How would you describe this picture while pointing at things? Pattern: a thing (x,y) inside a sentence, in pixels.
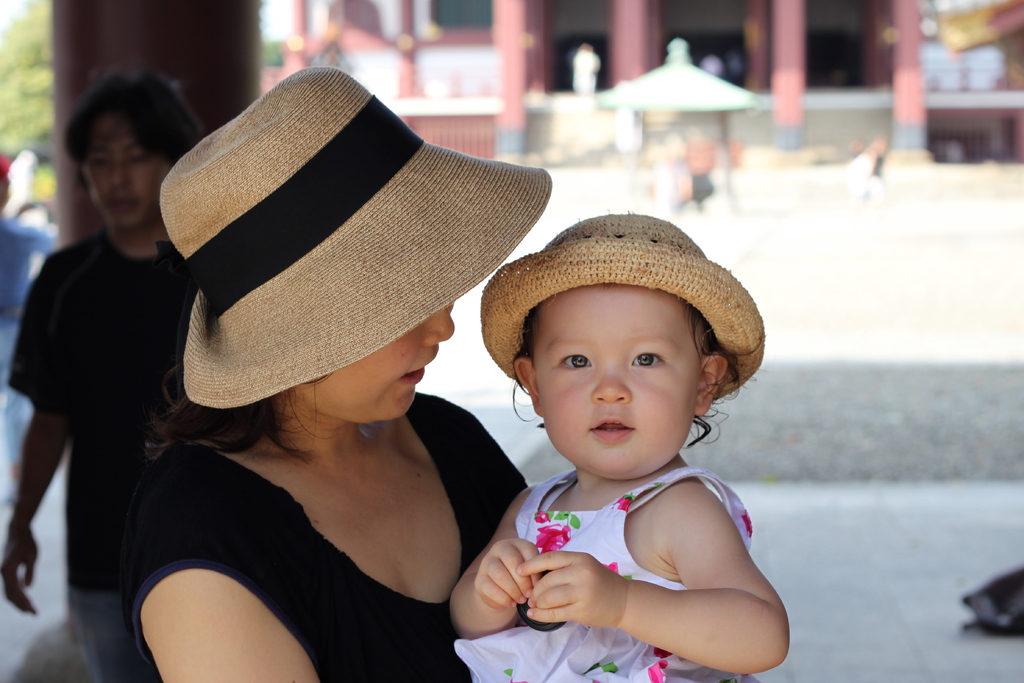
In this picture I can see few people (222,327), among them one woman (349,507) is holding baby (581,569), behind we can see building (759,92), ground (890,178), trees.
